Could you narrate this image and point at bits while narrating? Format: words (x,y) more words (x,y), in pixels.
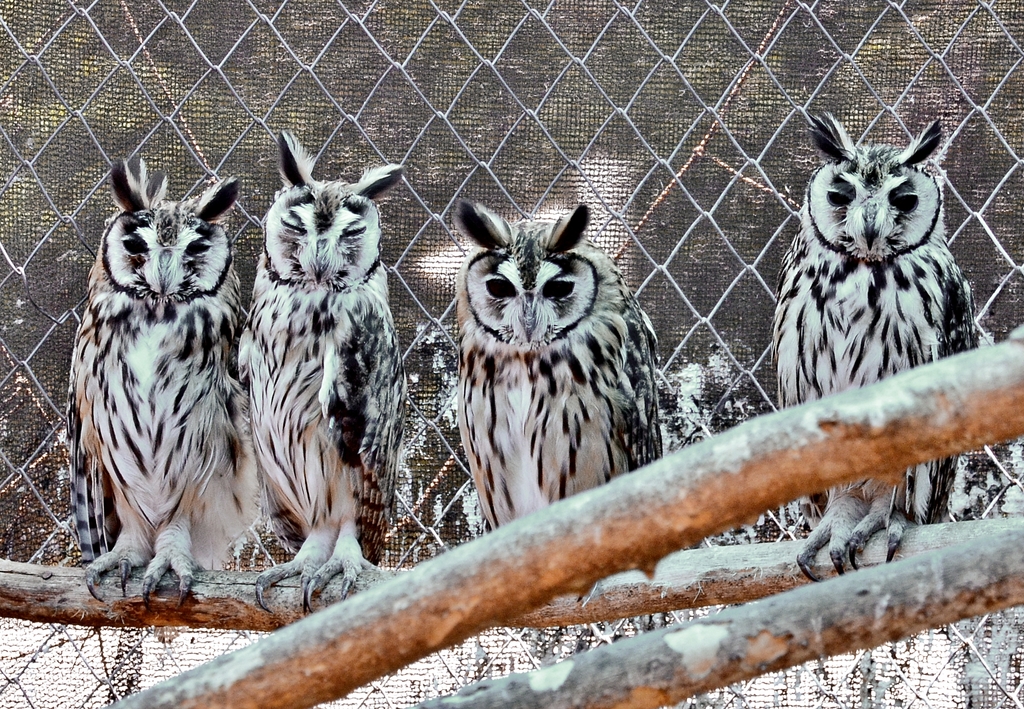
In this image in the foreground (395,327) there are some animals (369,422), at the bottom (186,604) there are wooden sticks (698,585) and in the background (204,115) there is a fence (500,181).
